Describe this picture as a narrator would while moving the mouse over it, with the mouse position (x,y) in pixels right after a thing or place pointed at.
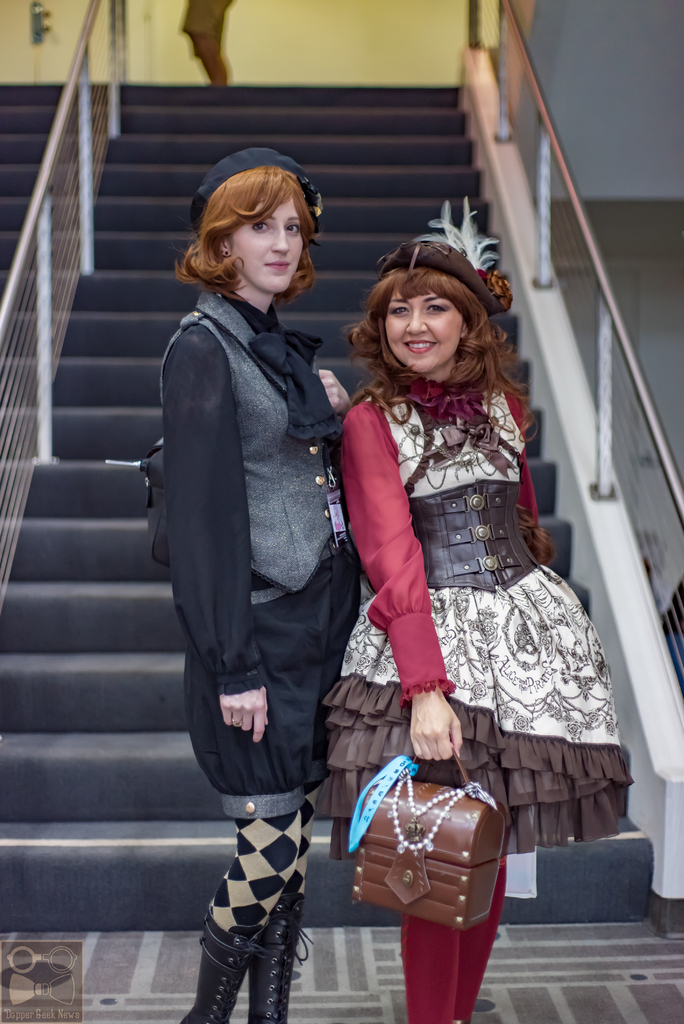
In the image in the center, we can see two persons (448,668) were standing and holding some objects (407,782). And they are smiling, which we can see on their faces (293,256). In the background (62,52) there is a wall (652,82), staircase (0,218) and fence (48,218).
